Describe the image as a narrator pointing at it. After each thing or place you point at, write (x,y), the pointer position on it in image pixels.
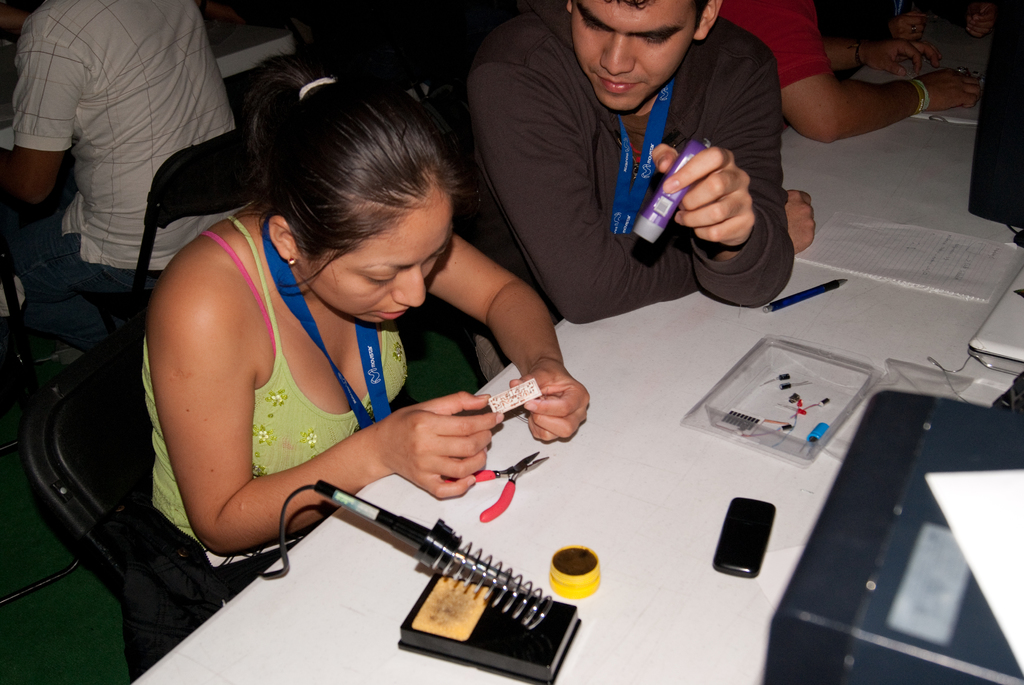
In this picture we can see man (670,147) and woman (380,204) sitting on chair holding bottle (677,167) and paper (524,388) in their hands (571,389) and in front of them there is table (973,302) and on table (501,539) we can see mobile (765,519), pen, paper (830,249), laptop (1009,284) and at back of them we can see some more persons (888,63).
